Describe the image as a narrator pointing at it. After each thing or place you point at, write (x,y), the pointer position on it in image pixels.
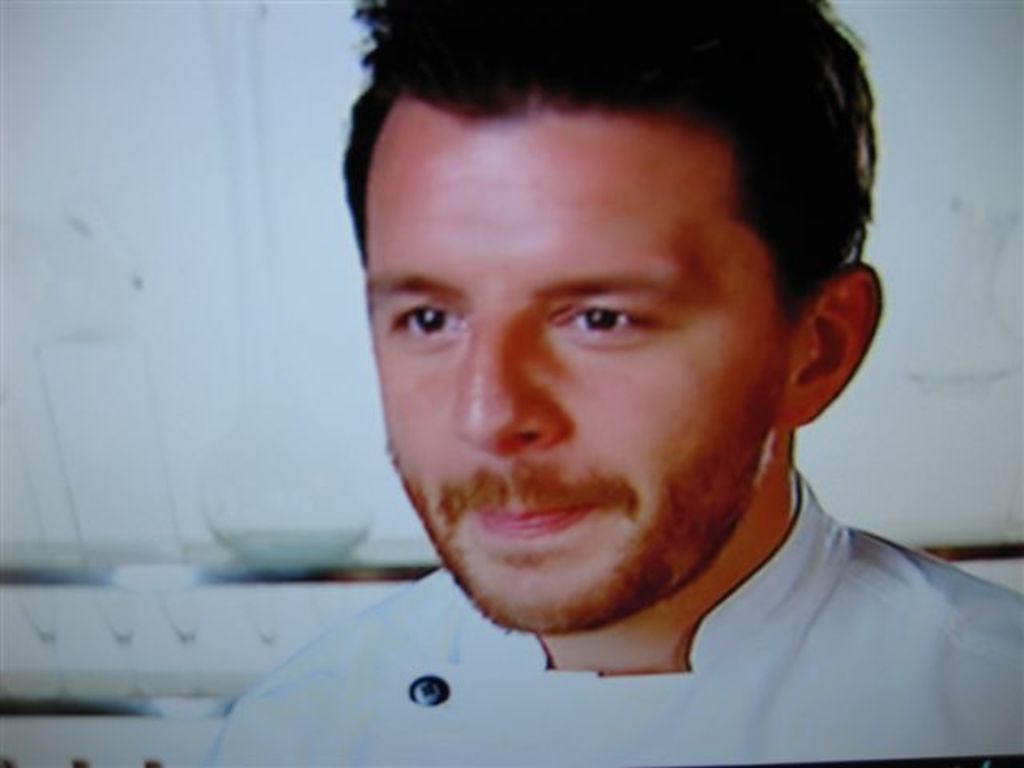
The picture consists of a person (562,654) in white dress (526,719). In the background (275,575) there are bowl (349,531), jar (149,461) and other objects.
